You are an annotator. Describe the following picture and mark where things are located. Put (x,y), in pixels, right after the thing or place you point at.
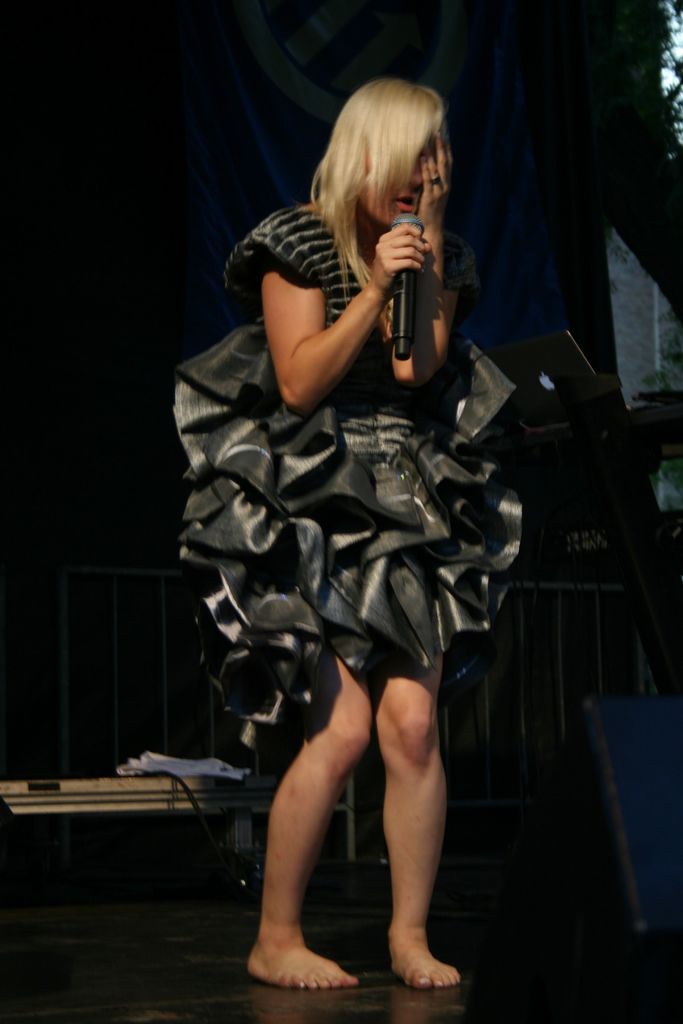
In this picture you can a lady (319,466). She is wearing a black frock (305,480). And she is holding mic (408,282) in her right hand (408,244). At the back of her there is blue color flag (393,66). And to the left of her there is a laptop (525,378).
